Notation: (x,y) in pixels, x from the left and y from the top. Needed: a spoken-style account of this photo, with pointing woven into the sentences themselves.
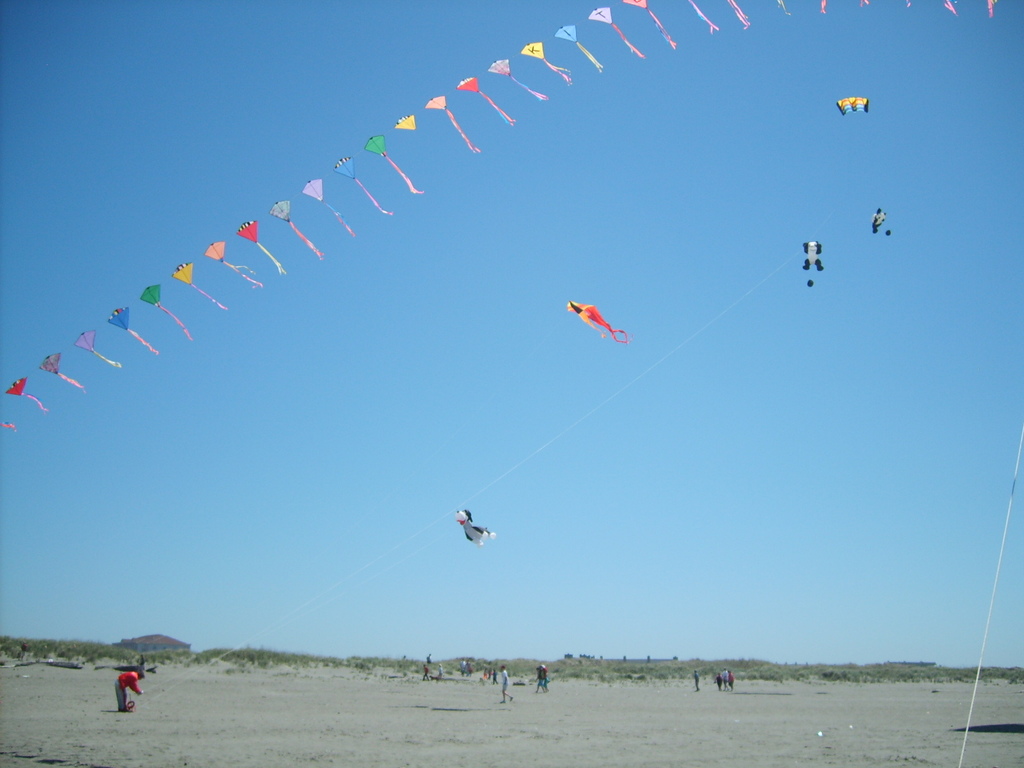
In this image at the bottom (133,673) there are some people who are standing and they are flying kites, and some of them are walking. And on the top of the image (290,222) there are some kites (627,37) flying, in the background (148,650) there are some trees (796,670) and houses (159,645). At the bottom (306,718) there is sand (615,732).
